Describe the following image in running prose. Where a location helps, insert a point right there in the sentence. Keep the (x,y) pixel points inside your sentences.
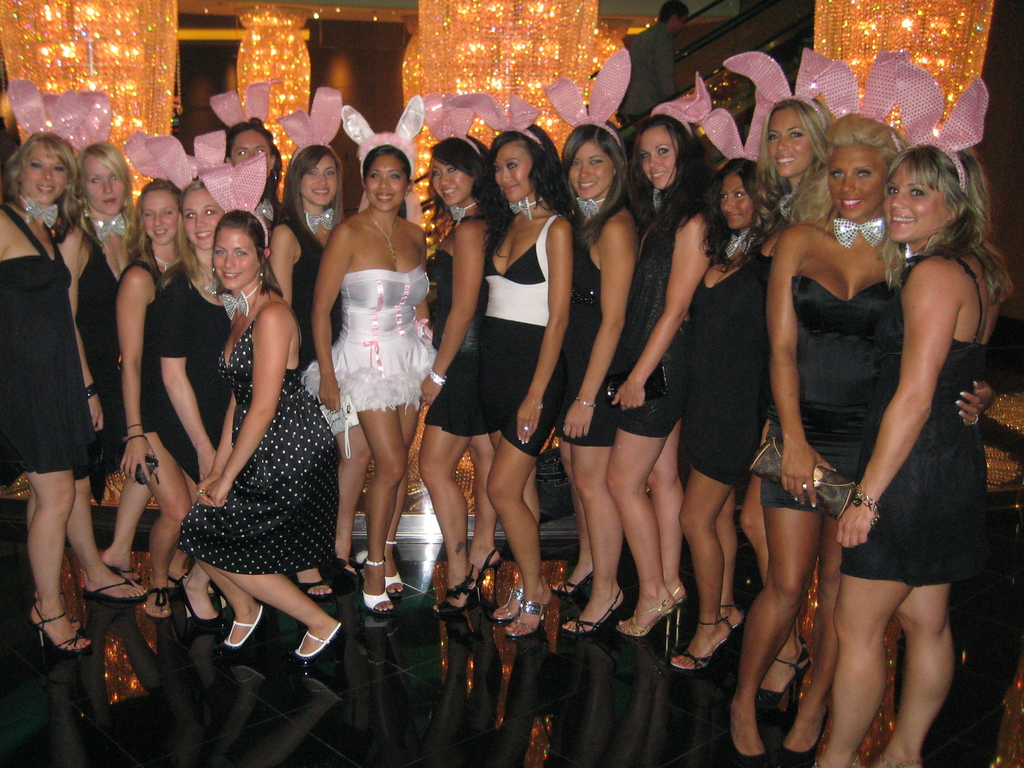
Here I can see a crowd of women (398,433) standing on the floor (248,675), smiling and giving pose for the picture. In the background (138,72) there are few lights (296,39).
